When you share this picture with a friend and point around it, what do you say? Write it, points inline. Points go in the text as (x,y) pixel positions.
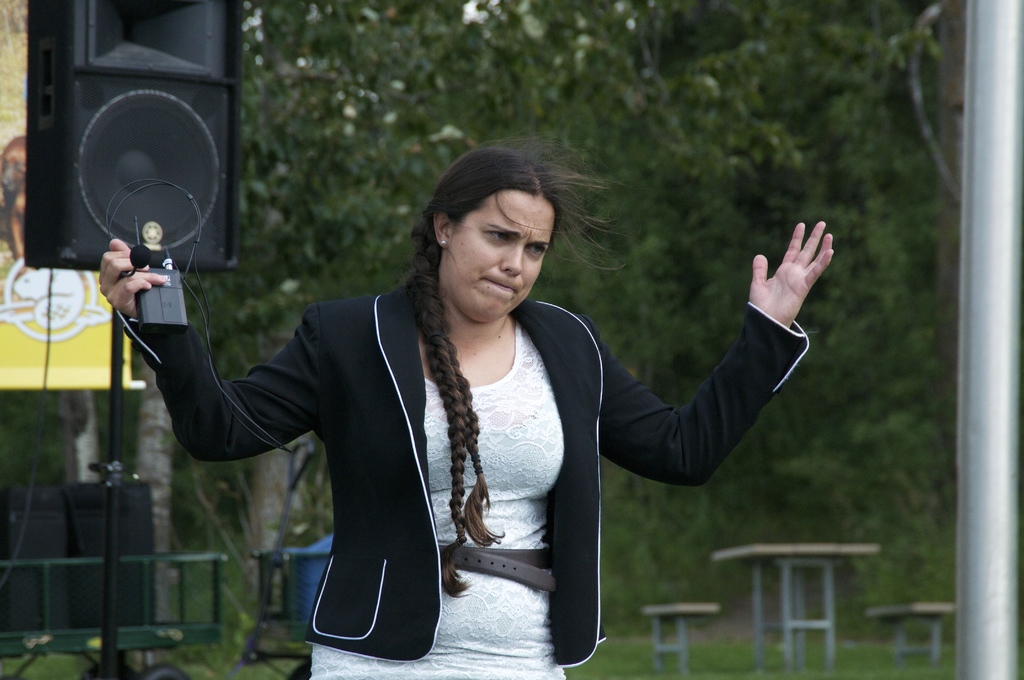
In the center of the image (429,368) there is a woman (427,483) standing. In the background (806,47) we can see speaker (96,153), advertisement (32,339), tables (796,559) and trees (372,170).
